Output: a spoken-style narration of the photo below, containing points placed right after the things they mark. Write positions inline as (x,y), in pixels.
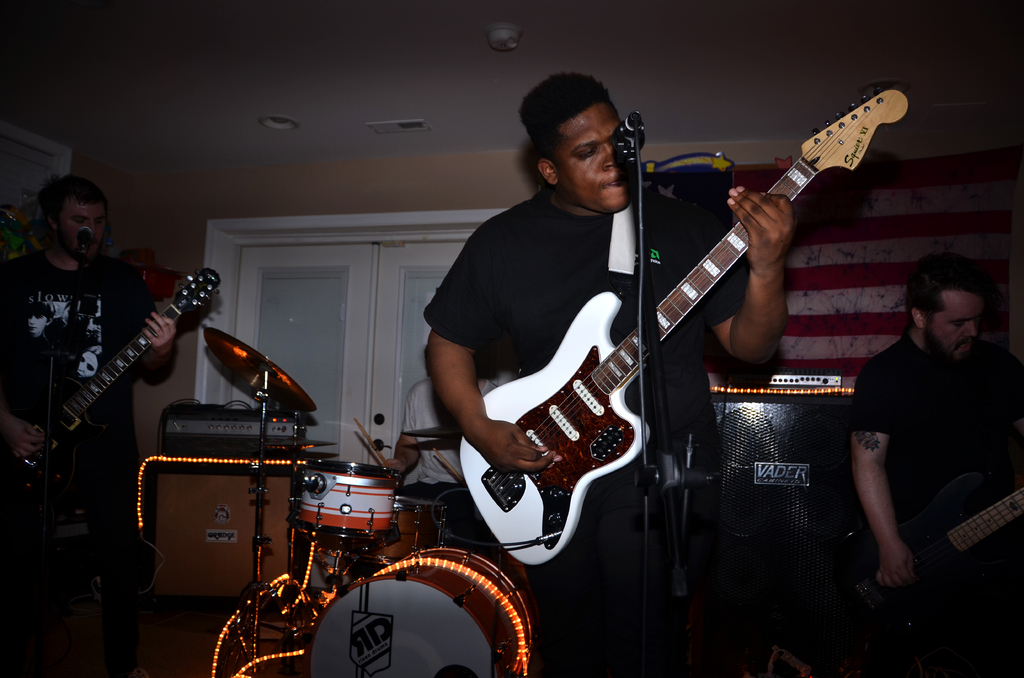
In this room (480,454) there are three men (861,481) playing guitar (532,477) in front of them there is mic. In the back (379,509) a man (410,446) is playing drums (350,534). In the background (342,385) there is a window (339,329), a flag (848,311). On the roof (365,149) there are lights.
